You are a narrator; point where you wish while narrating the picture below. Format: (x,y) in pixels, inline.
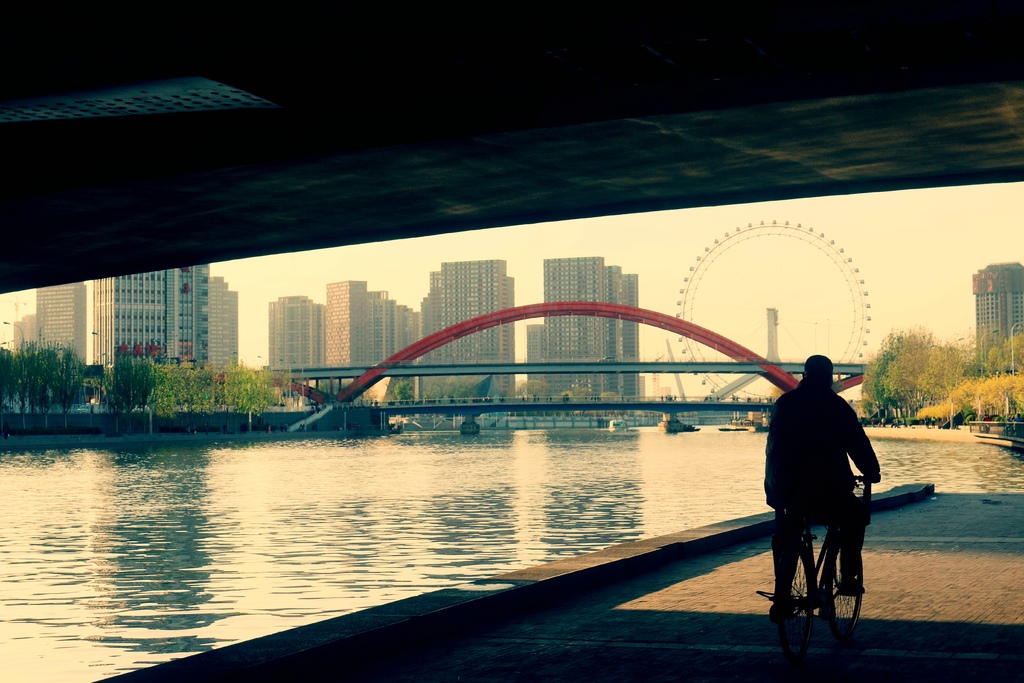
A man (815,477) is riding a bicycle (800,594) passing under a bridge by the side of a river (580,482). There is another bridge (714,403) at a distance. A giant wheel (740,347) and some buildings (359,301) are in the background (130,304).
